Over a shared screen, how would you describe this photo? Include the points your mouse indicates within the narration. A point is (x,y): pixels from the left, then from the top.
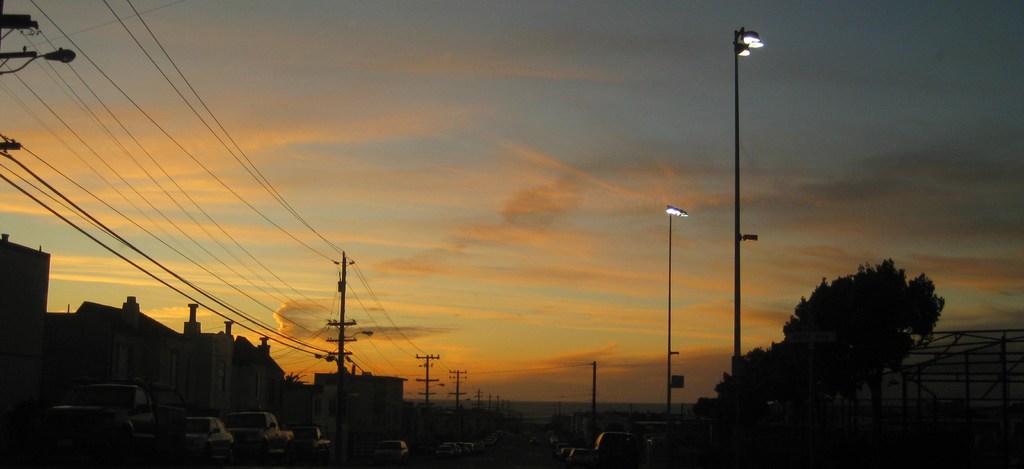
On the left side (258,426), there are vehicles (266,435), there are poles (349,323) having electric lines (262,333) and there are buildings (371,392). On the right side (738,55), there are lights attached to the poles (736,213) and there are trees (755,407). In the background (592,250), there are clouds (482,129) in the sky (504,137).
